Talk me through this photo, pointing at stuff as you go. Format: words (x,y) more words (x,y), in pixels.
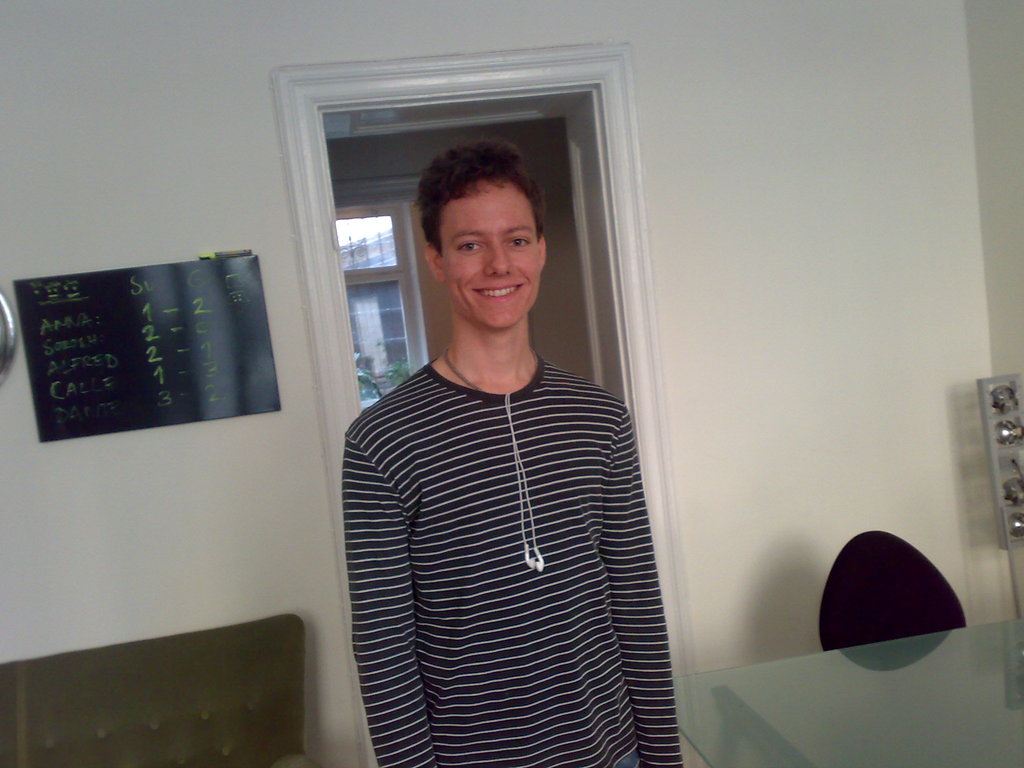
In this image we can see a person (419,638) standing and smiling, on the wall (1016,336) we can see a board (114,289) with some text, there is a sofa (65,748), chair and a table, through the door (326,457) we can see the plants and a building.
